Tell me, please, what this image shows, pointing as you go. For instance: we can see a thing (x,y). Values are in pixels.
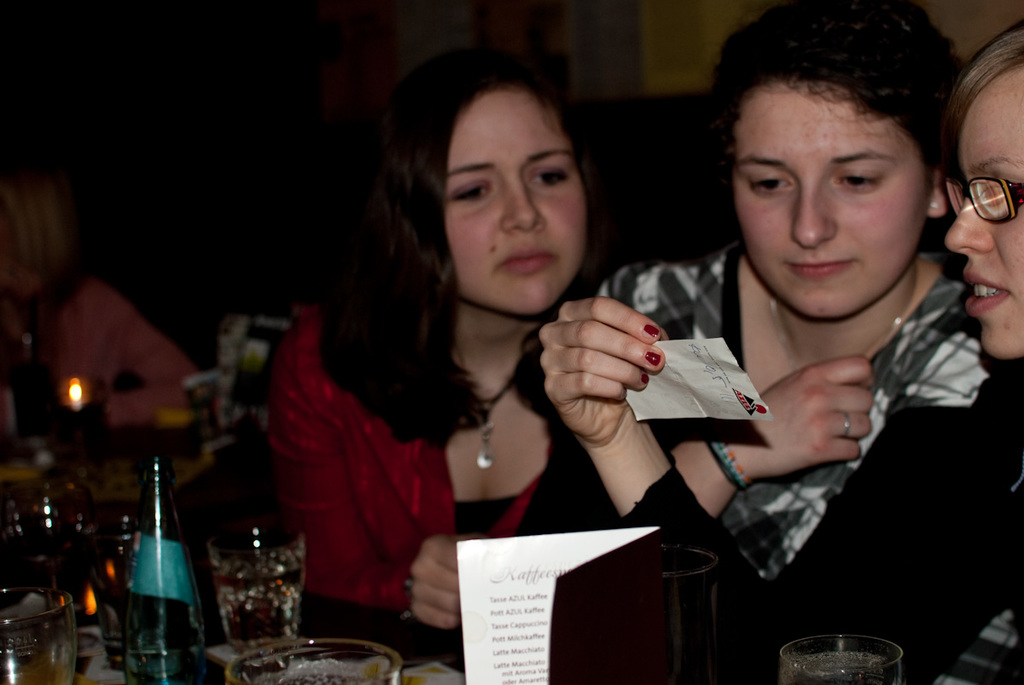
In the image we can see there are people (534,491) sitting on the chair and on table (366,609) there are wine glasses (45,527) and wine bottle (174,605). A woman (644,474) is holding a slip of paper (687,396) in her hand (596,388).
